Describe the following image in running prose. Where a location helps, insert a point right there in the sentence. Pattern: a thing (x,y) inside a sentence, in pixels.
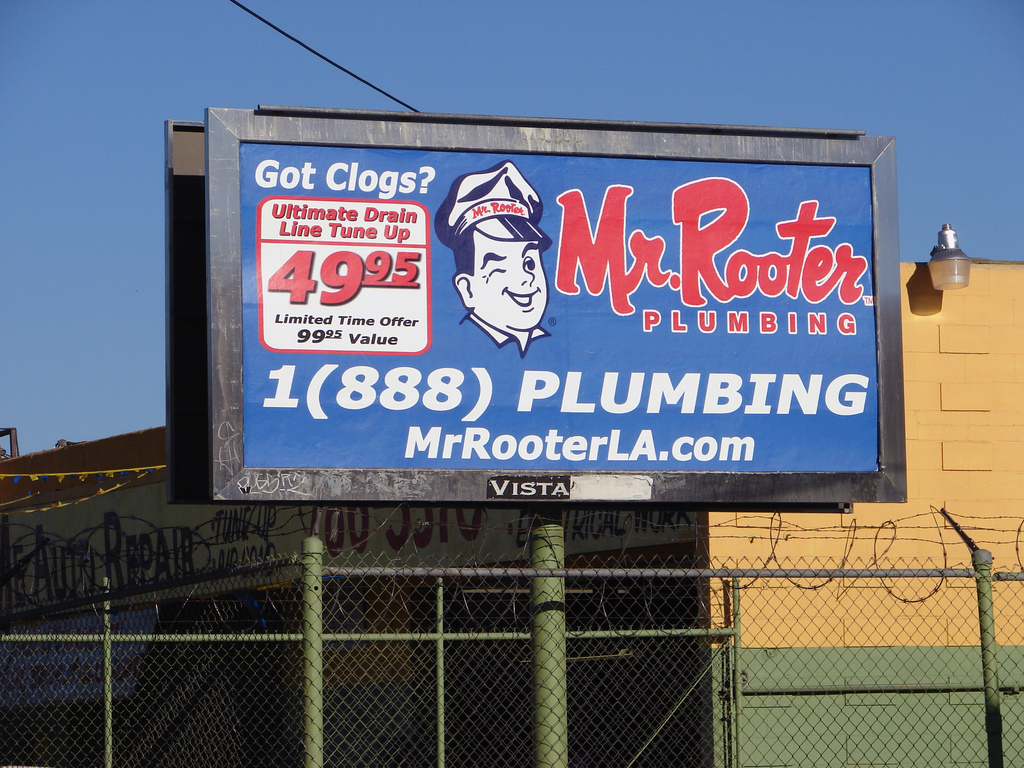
There is a poster (339,433), net fencing (512,610) and poles (541,540) in the foreground area of the image (508,649), it seems like a store (471,526), text (342,545), lamp (959,262), wire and the sky (401,73) in the background area (534,101).
